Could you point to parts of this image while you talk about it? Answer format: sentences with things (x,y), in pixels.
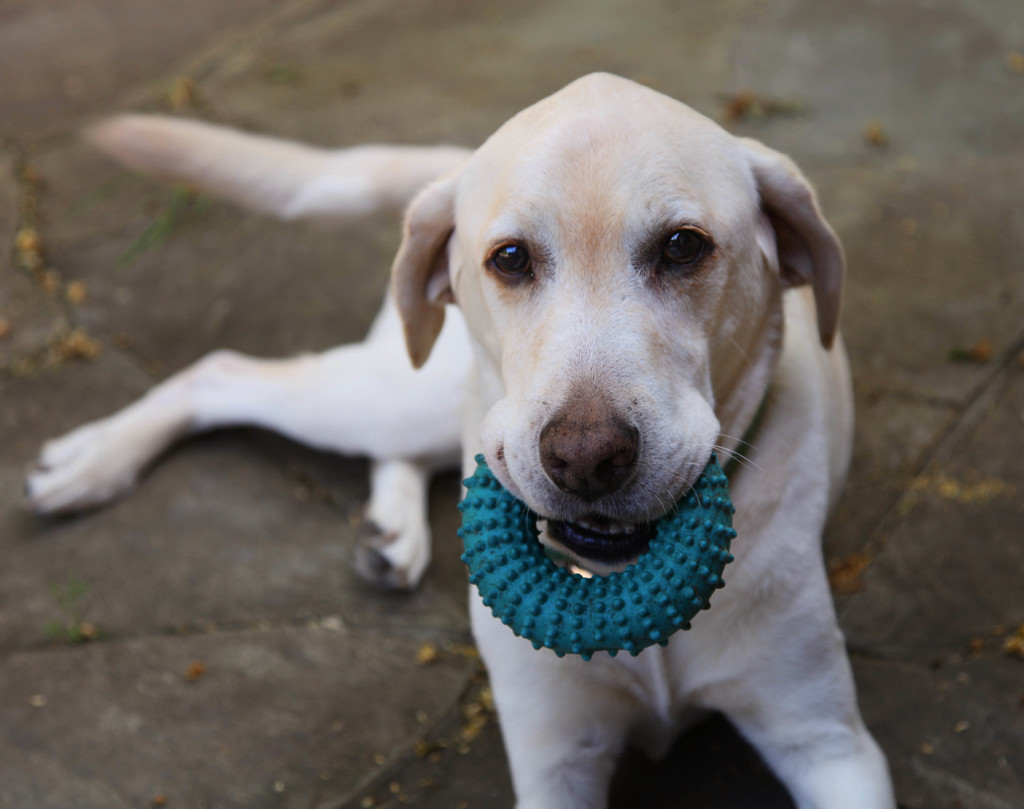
In this image in the front (606,451) there is a dog (568,450) lying on the ground (53,724). In the mouth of the dog (705,612) there is an object (615,596) which is green in colour.
